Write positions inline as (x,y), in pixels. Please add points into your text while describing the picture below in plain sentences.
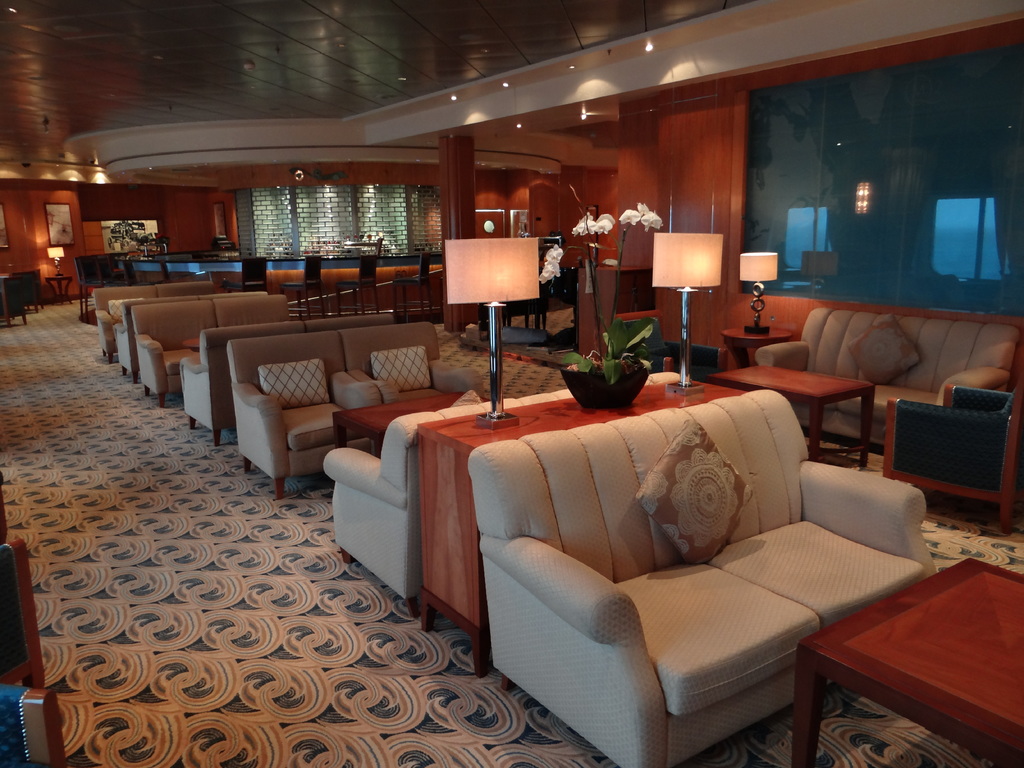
This image is clicked in a hotel (577,559). There are many sofas (526,519) and tables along with lights (495,400) kept on the desk (471,434). At the bottom (234,609), there is floor mat (239,579). To the top (278,66), there is a roof (459,68).
